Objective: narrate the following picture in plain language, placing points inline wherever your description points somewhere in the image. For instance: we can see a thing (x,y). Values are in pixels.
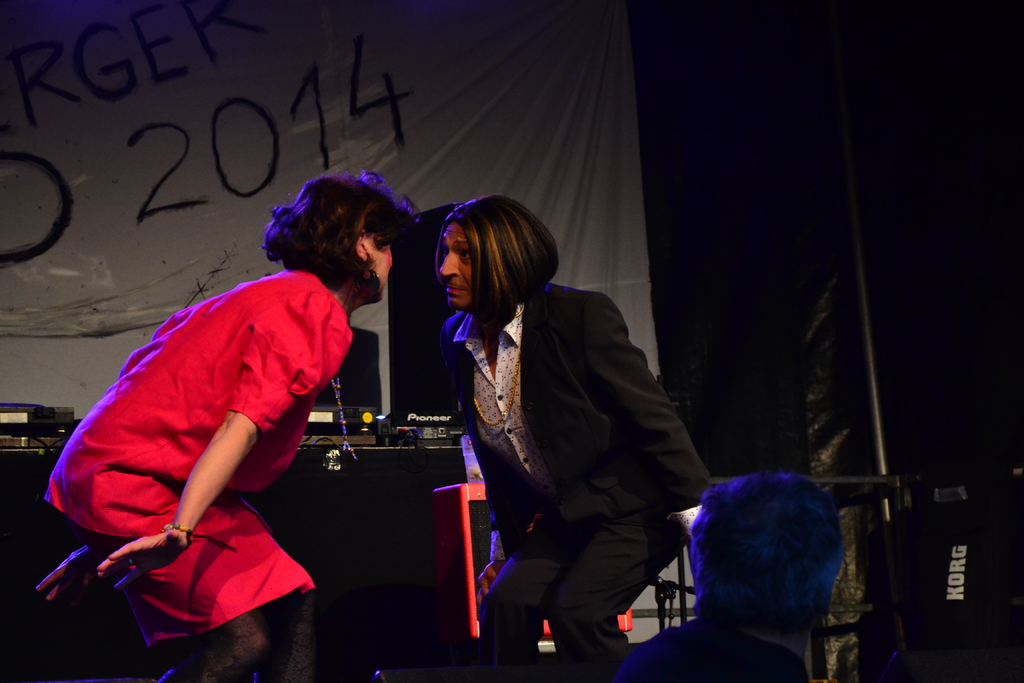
In this image I can see two people (609,365) are wearing red, black and white color dresses (510,427). Back I can see few objects (44,451) and the white color banner (400,112). Background (762,200) is black in color.
